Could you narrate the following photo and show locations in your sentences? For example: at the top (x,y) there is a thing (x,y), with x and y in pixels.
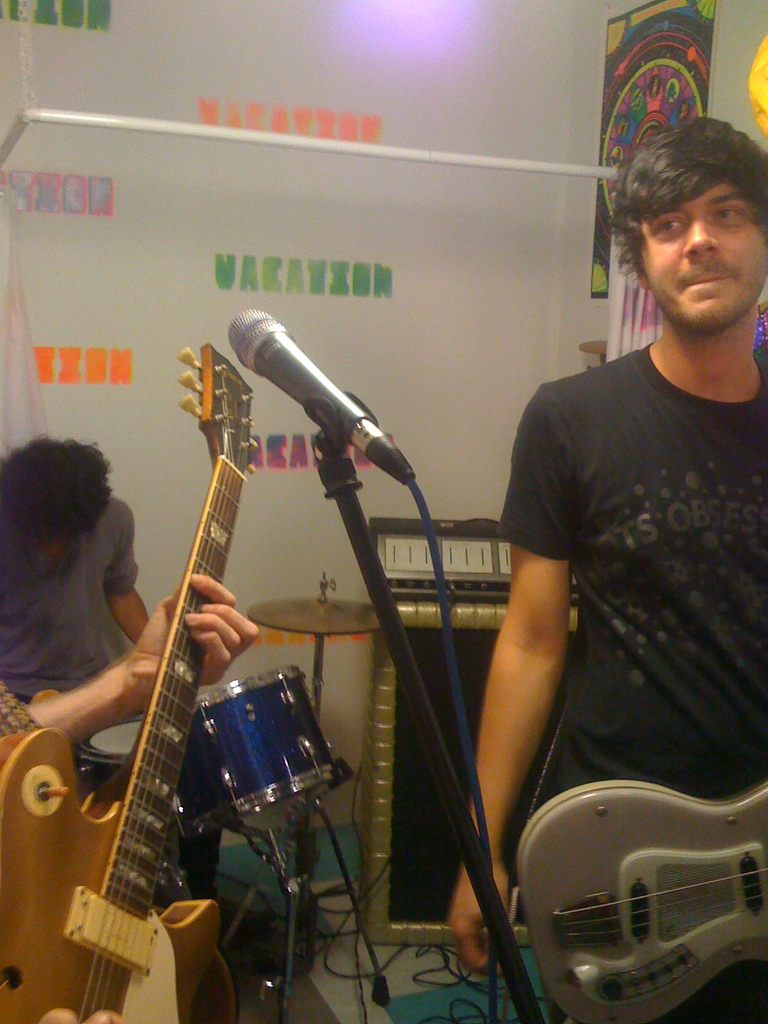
There is a man (533,586) standing on the right (745,586) and he is holding a guitar (760,907). This is a microphone (234,329). In the background (8,677) there is a person (6,659) sitting and he is playing a drum (251,712).
